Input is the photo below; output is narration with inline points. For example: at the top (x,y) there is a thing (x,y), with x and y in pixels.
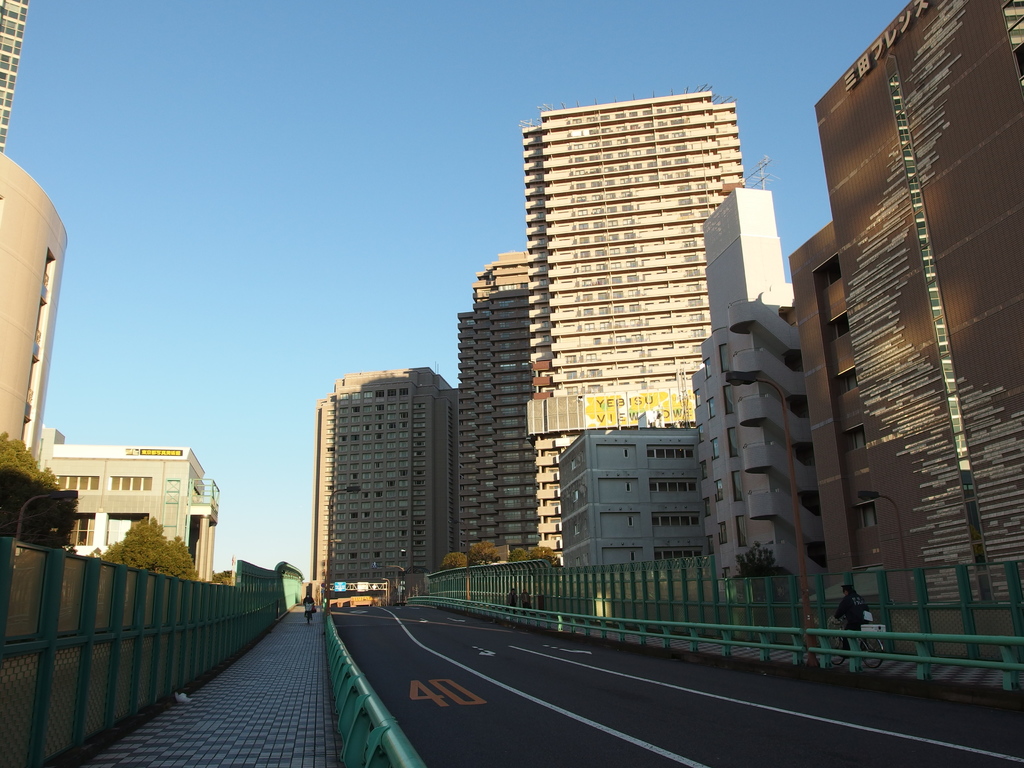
In this image I see number of buildings (484,374), road (416,729) on which there are white lines (451,620) and I see a number (429,697) written over here and I see the footpath (303,638) on which I see 2 cycles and on the cycles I see persons (844,600) sitting on it and I see the fencing (443,594) and I see the trees (18,469). In the background (429,203) I see the blue sky (307,166).
